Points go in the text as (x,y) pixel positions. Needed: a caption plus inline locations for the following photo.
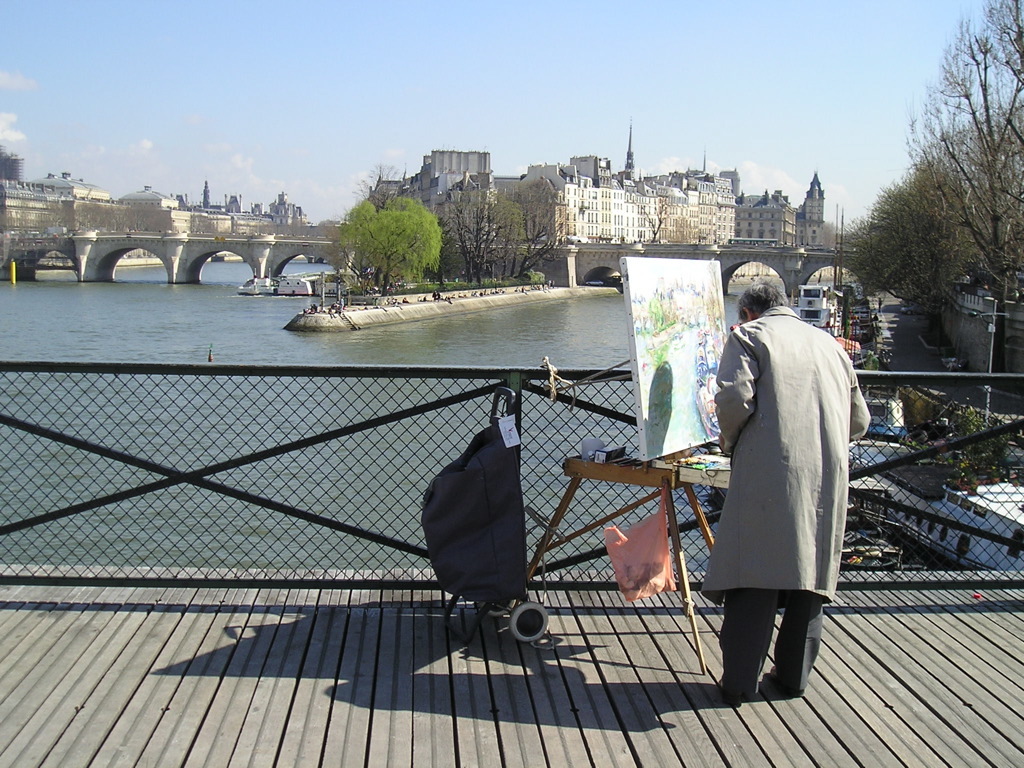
In this picture, there is a bridge (607,712) made up of wood (711,697). On the bridge (693,697), there is a person (736,474) painting on the canvas board (638,423). The board (653,437) is placed on the table (559,523). Behind it, there is a bag (428,533). Beside the bag (476,522), there is a fence (371,491). In the center (507,321), there is a river (68,337), boats (826,308), trees (871,282), bridge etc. On the top (462,136), there are buildings (77,182), trees (917,185) and a sky (338,95).
